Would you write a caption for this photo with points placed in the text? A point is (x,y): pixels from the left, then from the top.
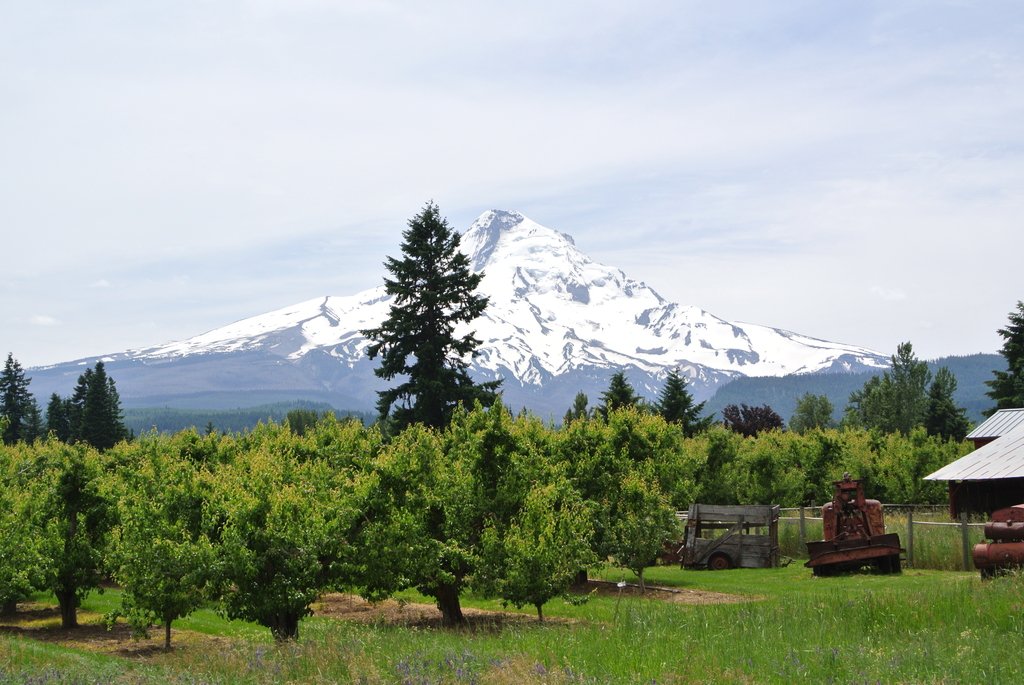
This image consists of many trees (553,511). At the bottom (586,625), there is green grass (754,627). On the right (835,539), we can see the vehicles (865,557). In the background (335,335), we can see the mountains (590,374) covered with snow (634,350). At the top (427,144), there is sky (507,172).
